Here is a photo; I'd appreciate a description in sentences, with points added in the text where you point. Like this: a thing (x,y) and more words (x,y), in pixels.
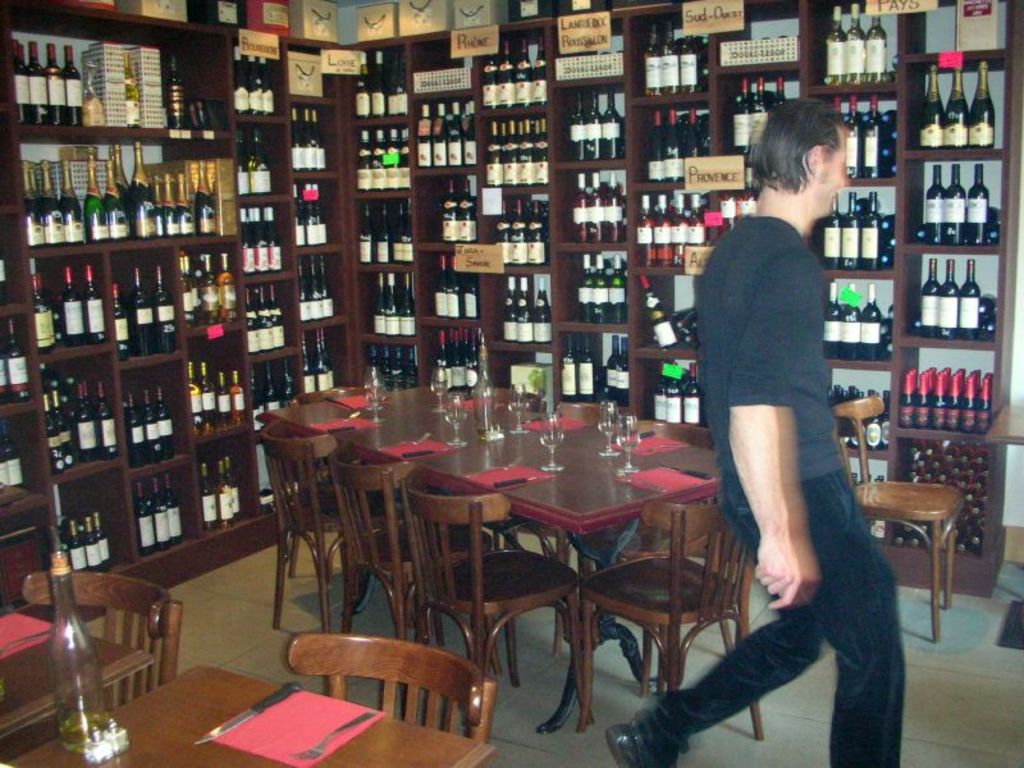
One person (717,424) is walking. There are many tables (559,507) and chairs (316,455) in this room (628,550). On the table (610,482) there are mats (314,733), knives (263,704), forks (332,738), glasses (520,414) and bottles (492,407). In the background (345,148) there are cupboards (562,152). Inside cupboards (487,176) there are many bottles (188,206). And on the bottle (145,194) there are labels (379,254).
